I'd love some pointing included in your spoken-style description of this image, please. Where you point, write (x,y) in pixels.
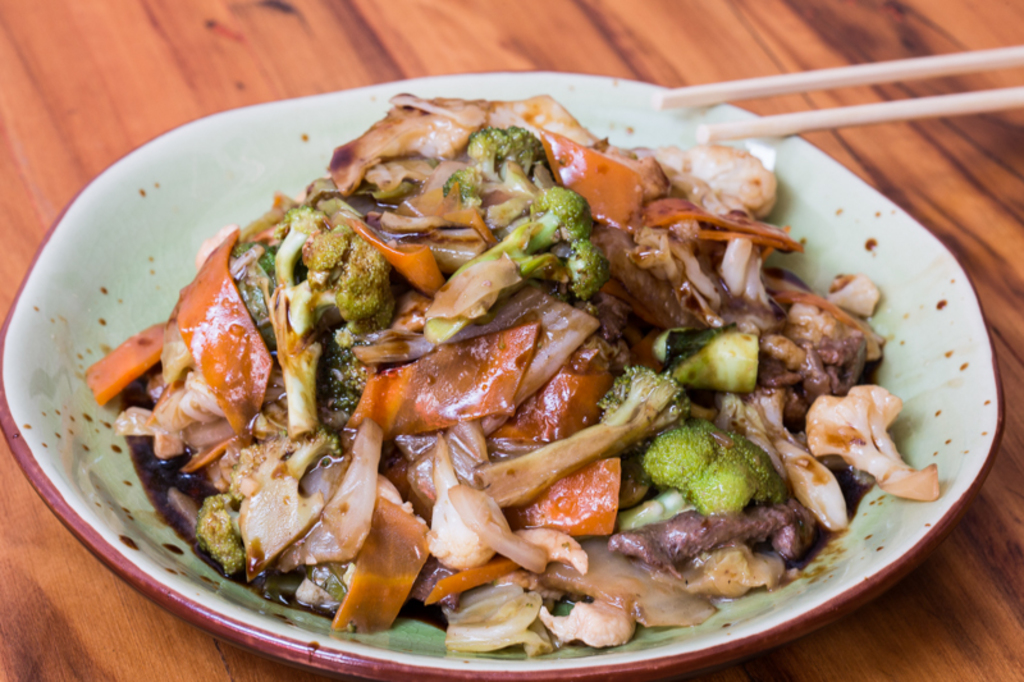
In this picture we can observe some food (475,360) placed in the green color plate (61,385). We can observe broccoli (548,209) in the plate (811,273). There are two chopsticks (940,106) on the right side (770,118). This plate (224,150) is placed on the brown color table (197,91).
